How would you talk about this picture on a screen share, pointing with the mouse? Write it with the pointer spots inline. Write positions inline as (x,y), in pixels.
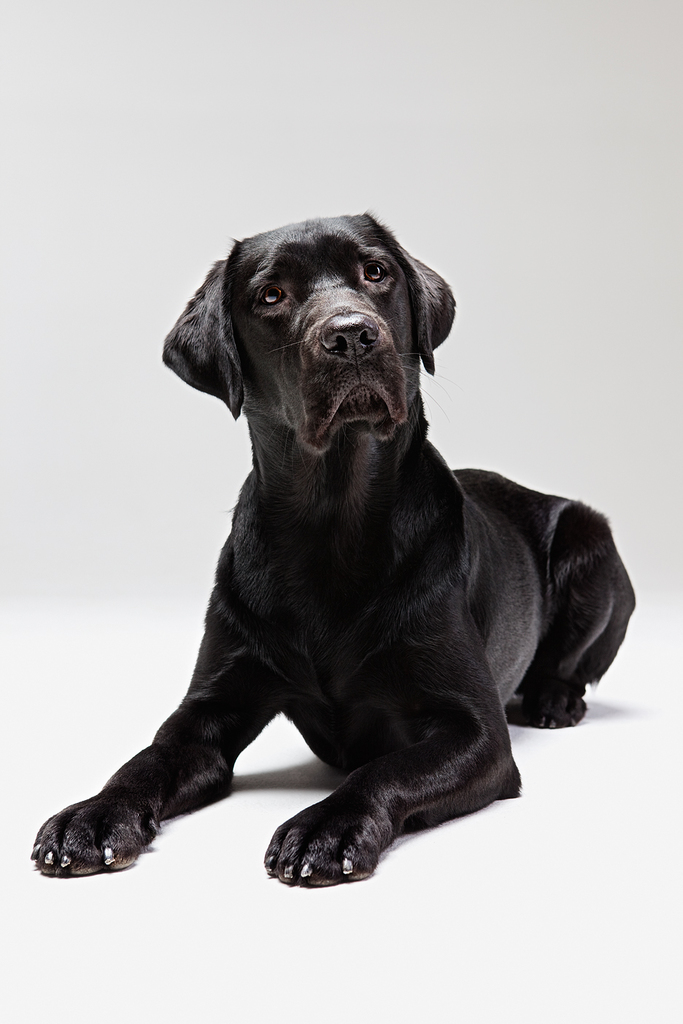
In this image we can see one black dog (295,855) and the background (31,380) is white in color.
